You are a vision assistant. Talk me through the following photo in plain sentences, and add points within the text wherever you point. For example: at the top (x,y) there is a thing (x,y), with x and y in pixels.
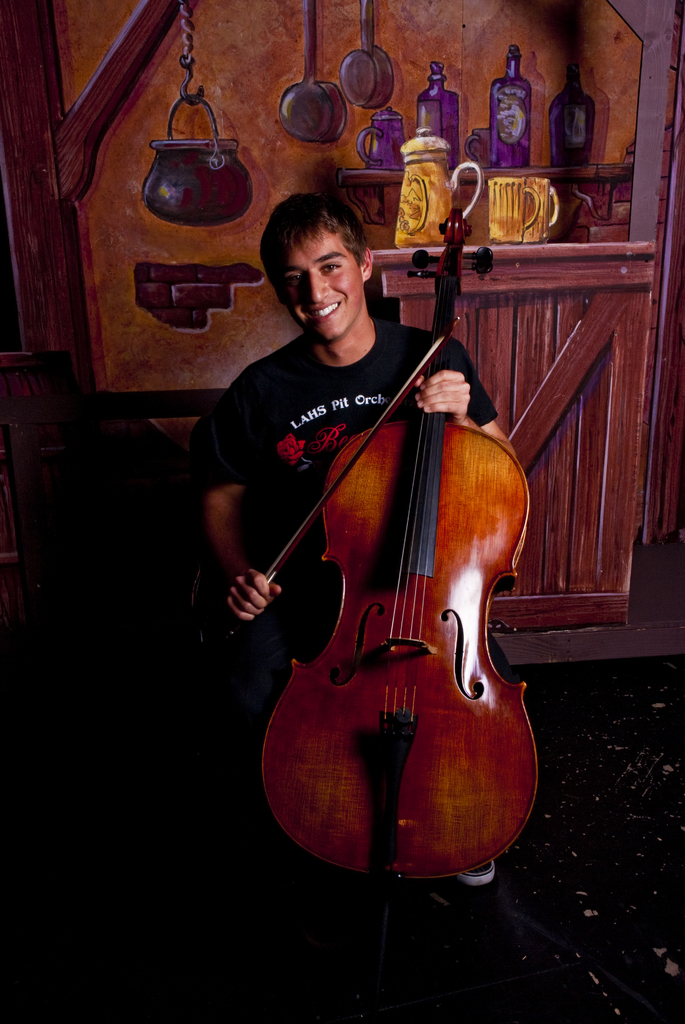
In the center of the image (393,555) we can see a person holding a cello (372,681). In the background (389,208) there is a wall (525,3) and we can see a painting (216,257) on the wall (612,119). On the left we can see a chair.
